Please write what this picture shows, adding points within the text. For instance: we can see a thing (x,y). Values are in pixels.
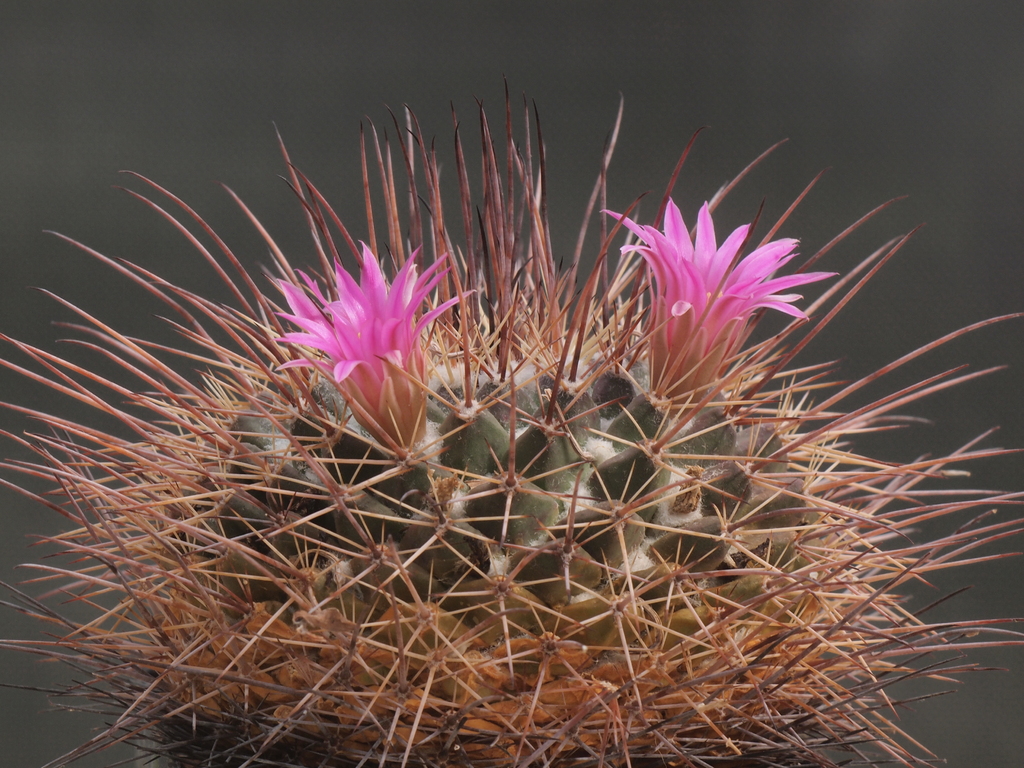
In this image there is an Echinocereus plant (585,506) with two flowers (666,345) on it.
